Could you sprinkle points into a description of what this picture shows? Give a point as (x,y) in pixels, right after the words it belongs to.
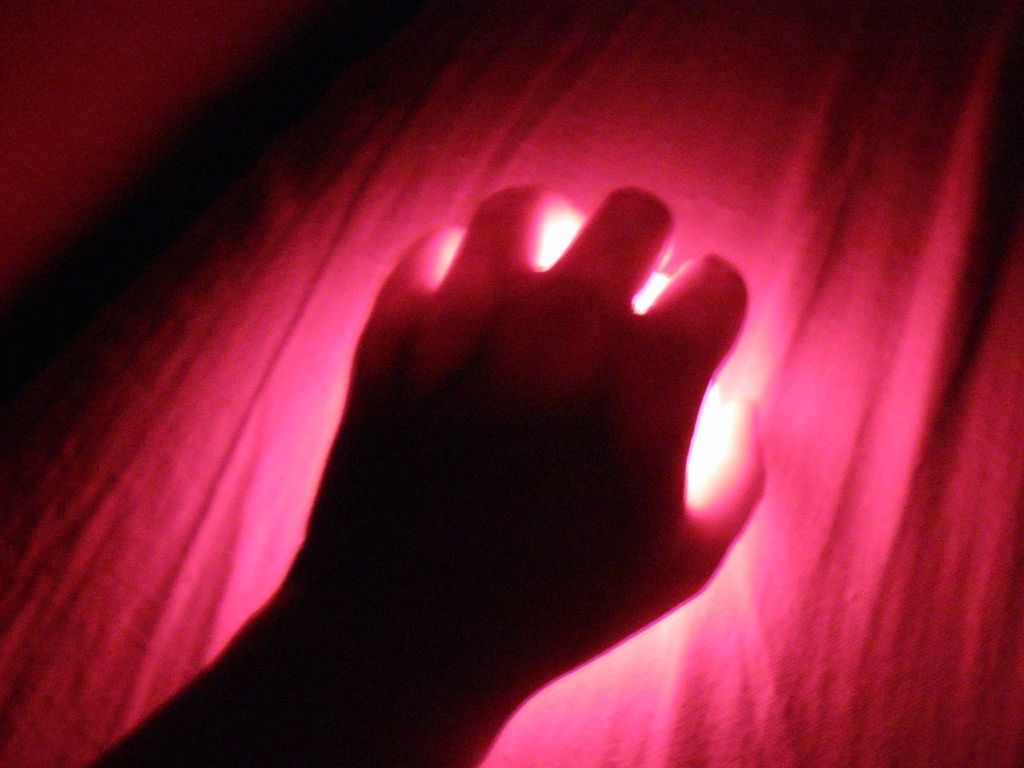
In this image I can see a person hand (519,335). Background (777,194) is in pink color.
